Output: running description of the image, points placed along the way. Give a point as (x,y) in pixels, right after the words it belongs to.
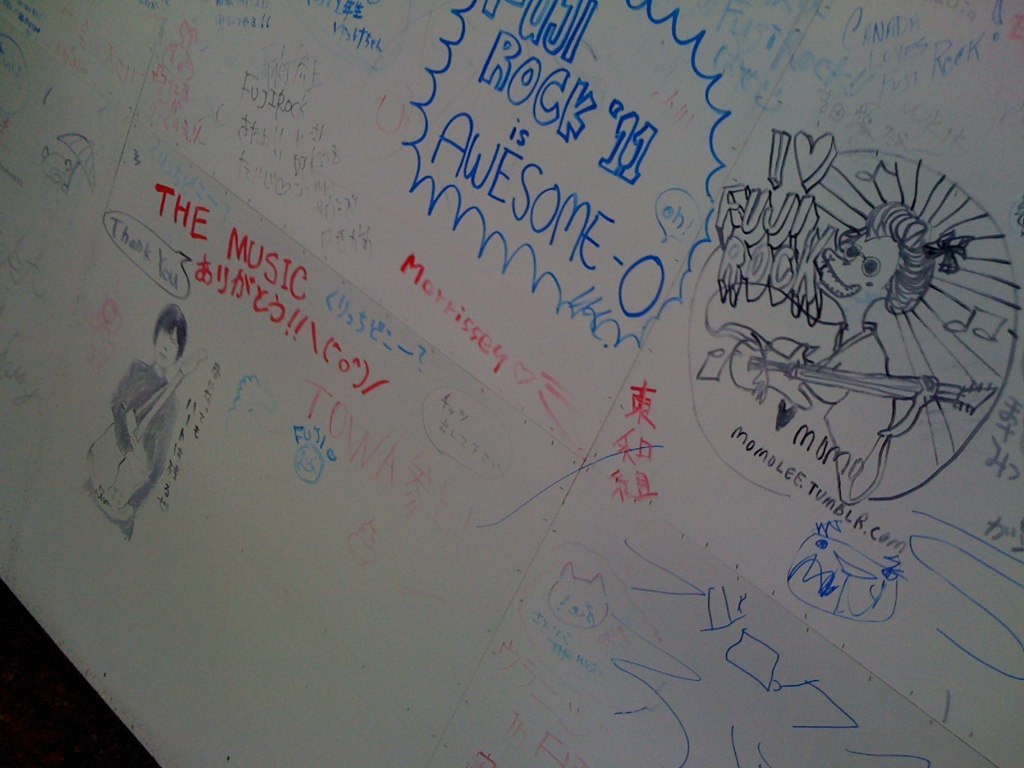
In this image we can see some sketches (162,381) which are drawn with color pencils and there are some messages (325,192) and quotes (329,342).
